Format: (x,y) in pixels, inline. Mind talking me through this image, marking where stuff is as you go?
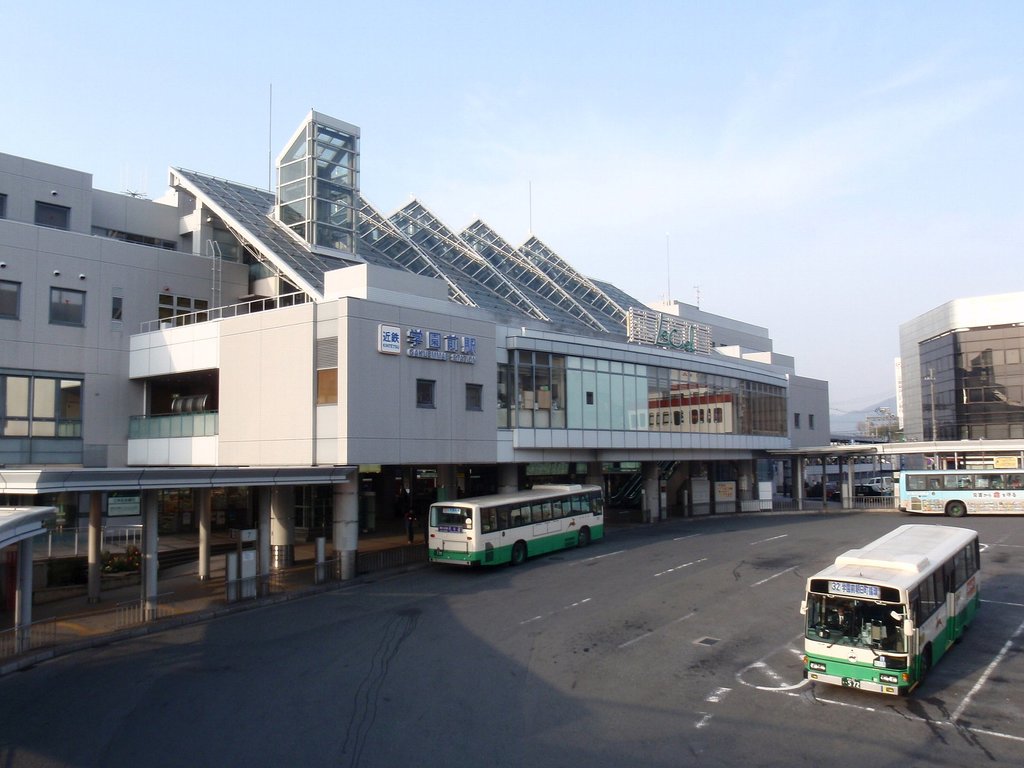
In this image I can see few vehicles (851,663). In the background (787,369) I can see few buildings (181,231) and the sky (560,93) is in white and blue color.
